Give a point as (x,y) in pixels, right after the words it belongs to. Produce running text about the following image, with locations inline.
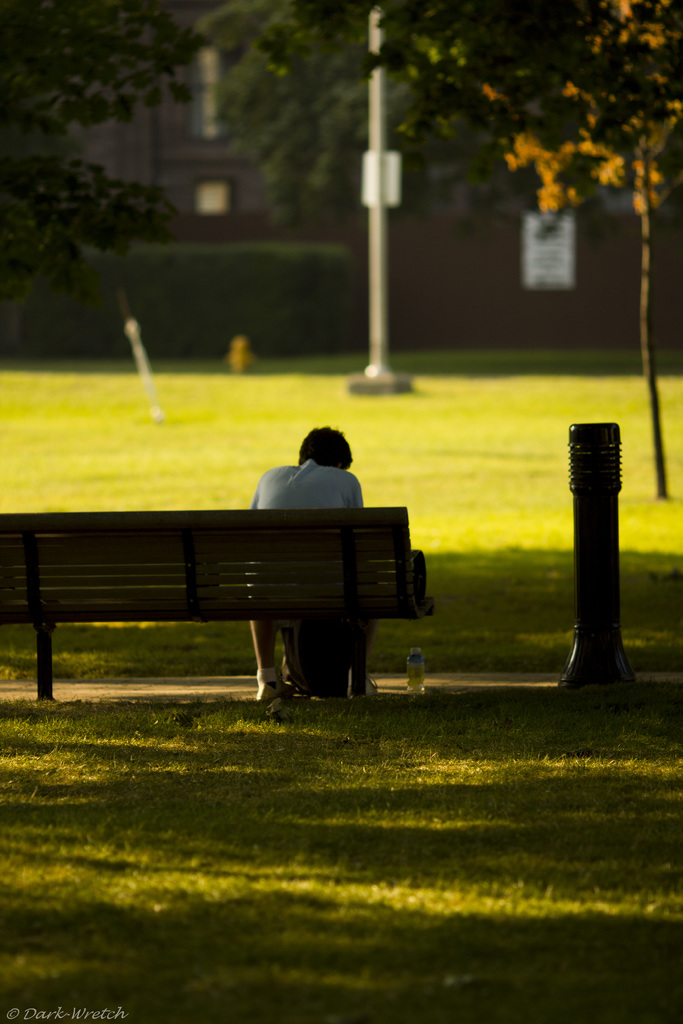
In the center of the image (295,468) there is a person (296,482) sitting on the bench (305,514). At the bottom of the image (520,749) we can see grass (374,848), water bottle (412,667). On the right side of the image (585,584) we can see tree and pole (578,612). In the background (569,634) we can see grass (100,433), pole (385,302), trees (330,107) and building (337,239).
